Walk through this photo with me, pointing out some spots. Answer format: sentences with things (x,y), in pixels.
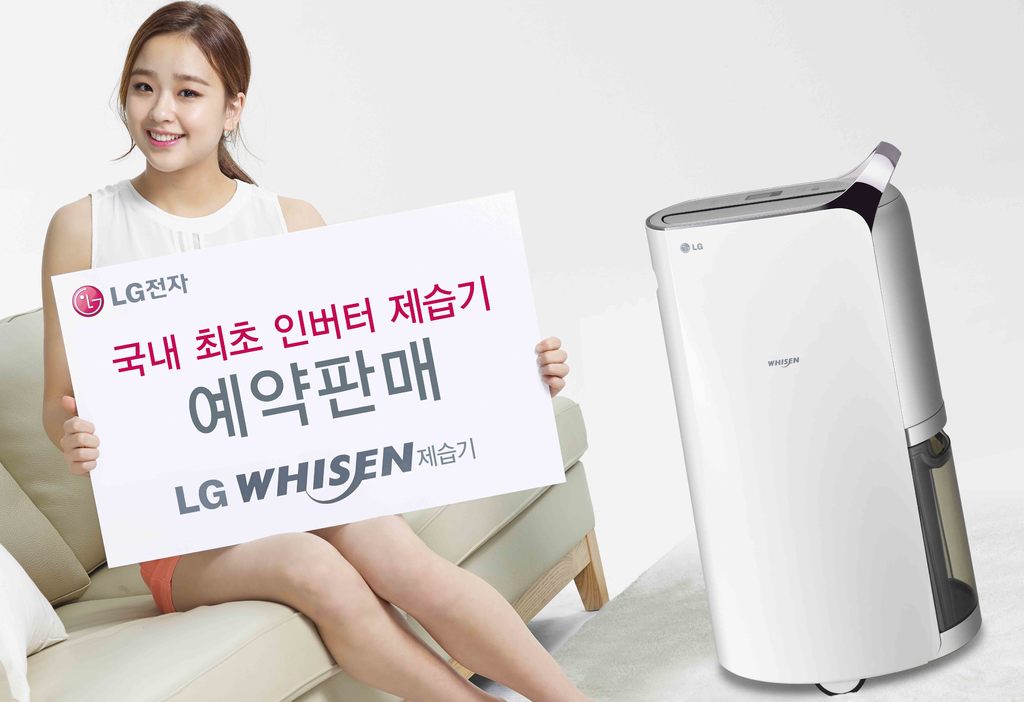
In this picture we can see a woman (67,246) sitting on a sofa (13,486) and holding a white board (275,248). We can see a logo (132,297) and some text (126,371) on this white board (319,511). There is a device (782,361) visible on the right side (773,371). Background (400,16) is white in color.
